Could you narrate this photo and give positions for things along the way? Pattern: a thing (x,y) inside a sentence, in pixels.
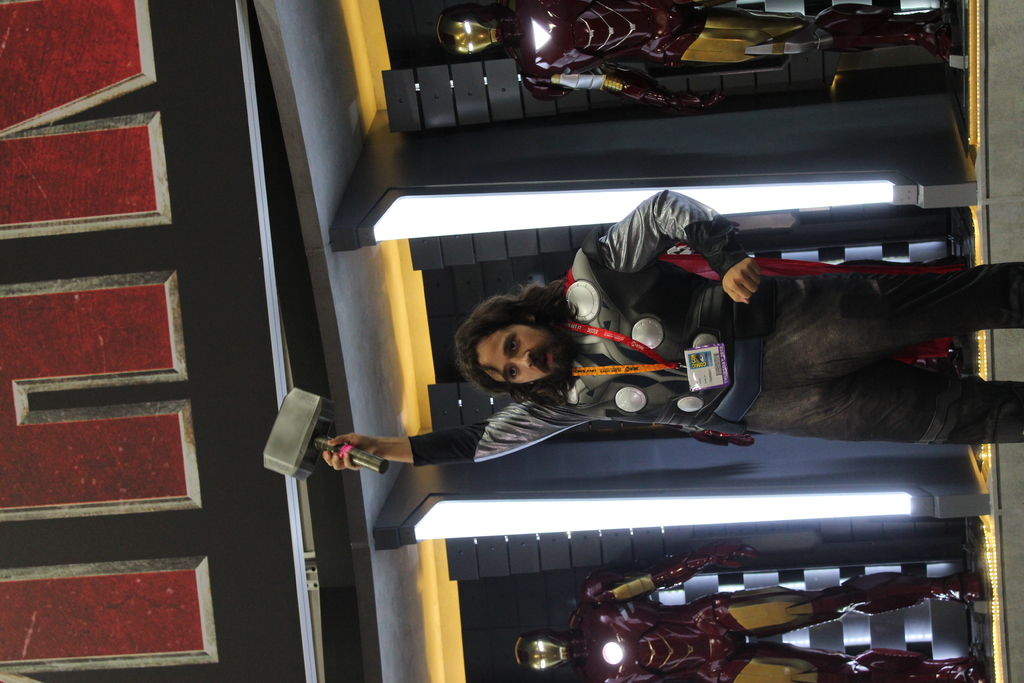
This is a rotated image. In this image we can see there is a person (703,409) standing and holding a hammer (291,424) in his hand (380,443), behind the person (720,391) there is a wall (509,477). On the right (697,680) and left side of the image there are robots (641,584).
